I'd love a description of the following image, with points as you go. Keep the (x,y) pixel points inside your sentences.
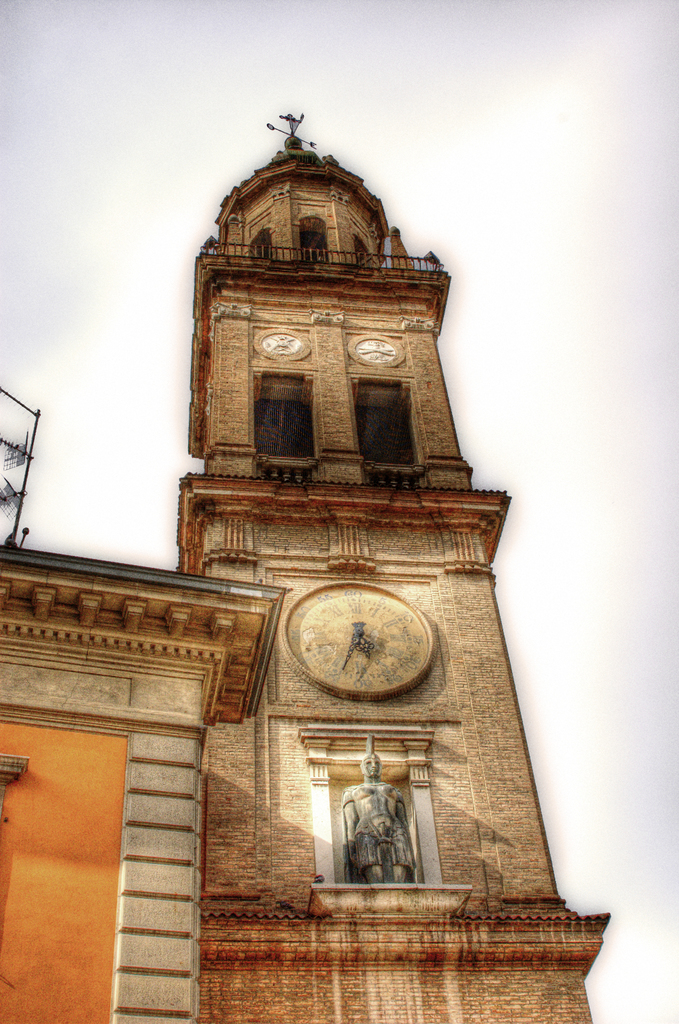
In this image we can see two building (436,306), a statue (396,791) and clocks (363,596) on a building (408,530) and a white background.
